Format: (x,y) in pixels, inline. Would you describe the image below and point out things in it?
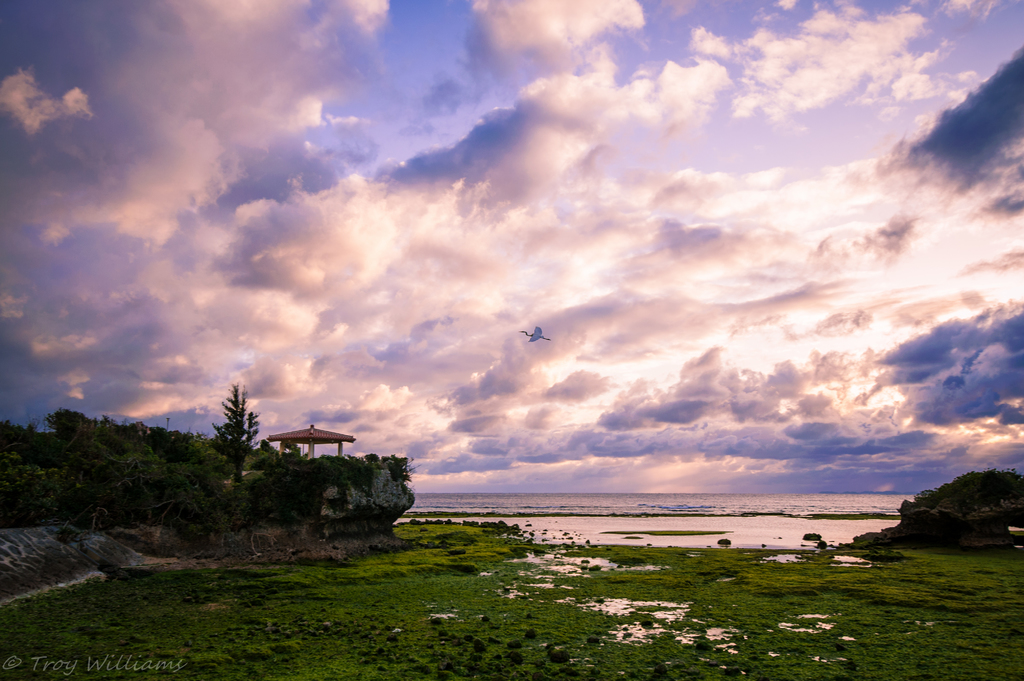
In this image, I can see a bird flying in the air (538,368). At the bottom of the image (335,629), I can see the grass (711,623) and there is water (662,512). On the left side of the image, I can see a shelter (289,437). There are trees (951,496). At the bottom left corner of the image (5,667), I can see a watermark (116,657). In the background (481,275), there is the sky (948,222).
